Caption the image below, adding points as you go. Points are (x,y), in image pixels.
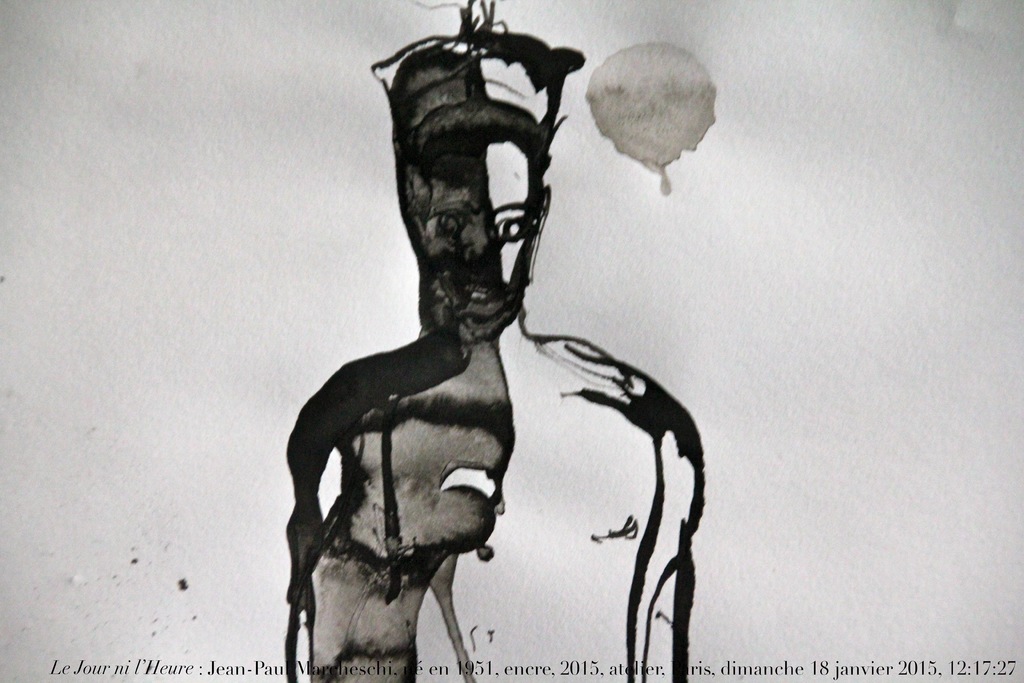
This is a black and white pic. In this image we can see the drawing (418,184) of a person (527,251), a drop mark (680,100) on a paper (724,95) and at the bottom (155,674) we can see a text (409,672) written on the image.
